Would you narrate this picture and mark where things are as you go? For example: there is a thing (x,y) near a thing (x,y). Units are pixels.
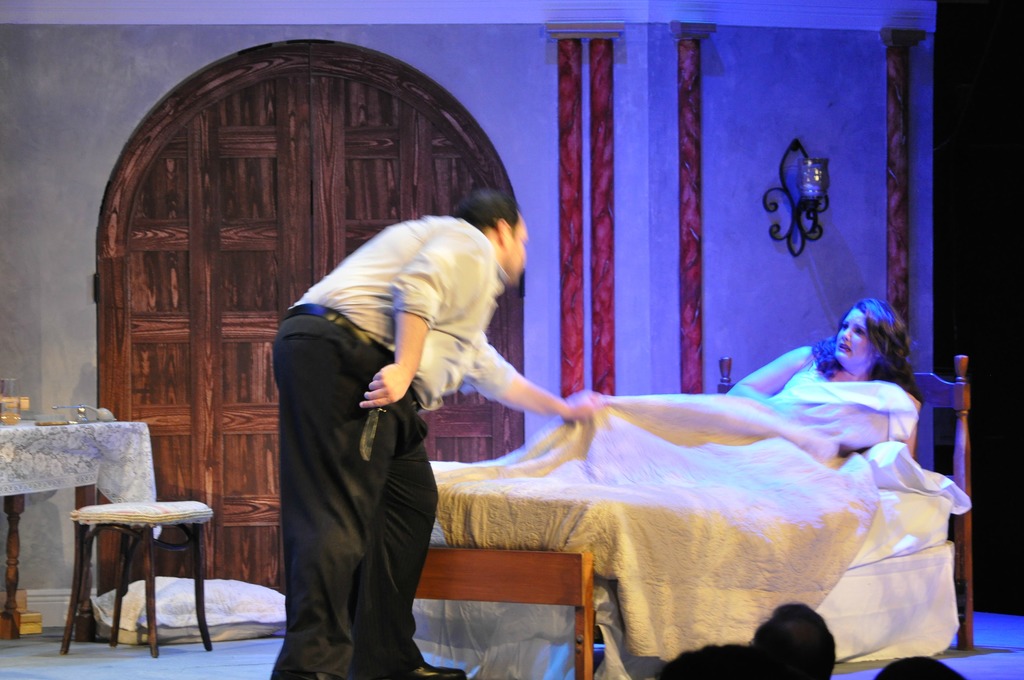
In this image I can see a man (392,463) standing and holding a knife (377,411) in his hand (394,380). In front of him there is a bed (702,479) on which a woman (796,376) is lying. On the left side (41,468) there is a table (30,463) which is covered with a cloth (121,465) and also there is a stool (125,527). In the background (67,274) I can see a wall (741,133) and pillars (575,246).
